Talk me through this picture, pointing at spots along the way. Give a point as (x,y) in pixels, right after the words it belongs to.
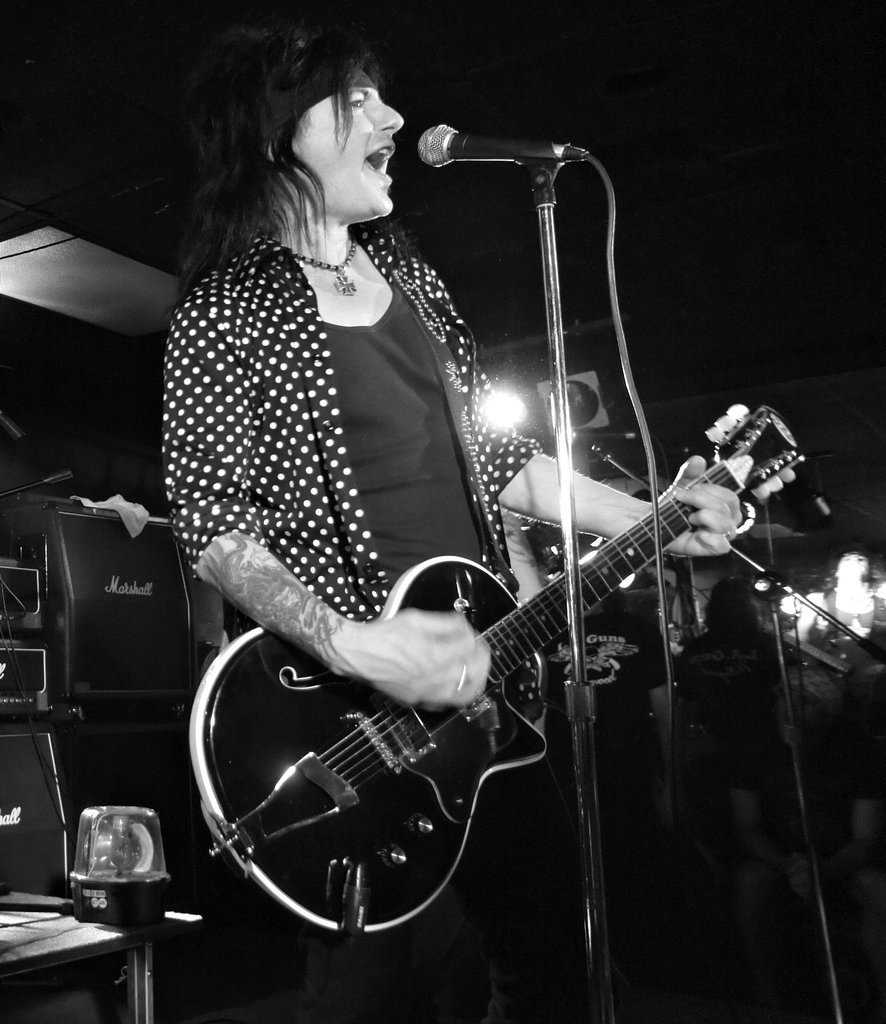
This is a black and white picture. Here we can see a person (302,624) is playing a guitar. Here we can see a mic (475,152), table (74,952), light (503,396), and few objects (71,906). There is a dark background (567,83).
